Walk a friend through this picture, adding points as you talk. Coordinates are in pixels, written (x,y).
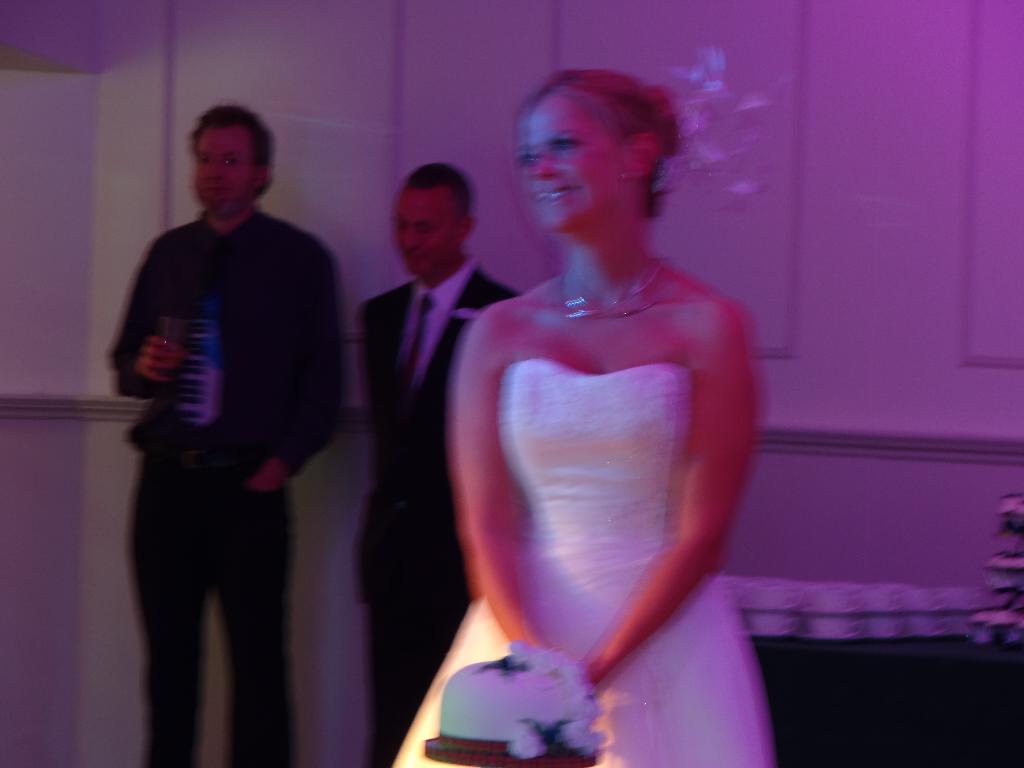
In this image I can see a cake (523,685) in the front (472,657). A woman (472,657) is standing, wearing a white gown (621,421). 2 people (329,355) are standing at the back (327,341) and there is a wall (1000,318) at the back (773,238).
